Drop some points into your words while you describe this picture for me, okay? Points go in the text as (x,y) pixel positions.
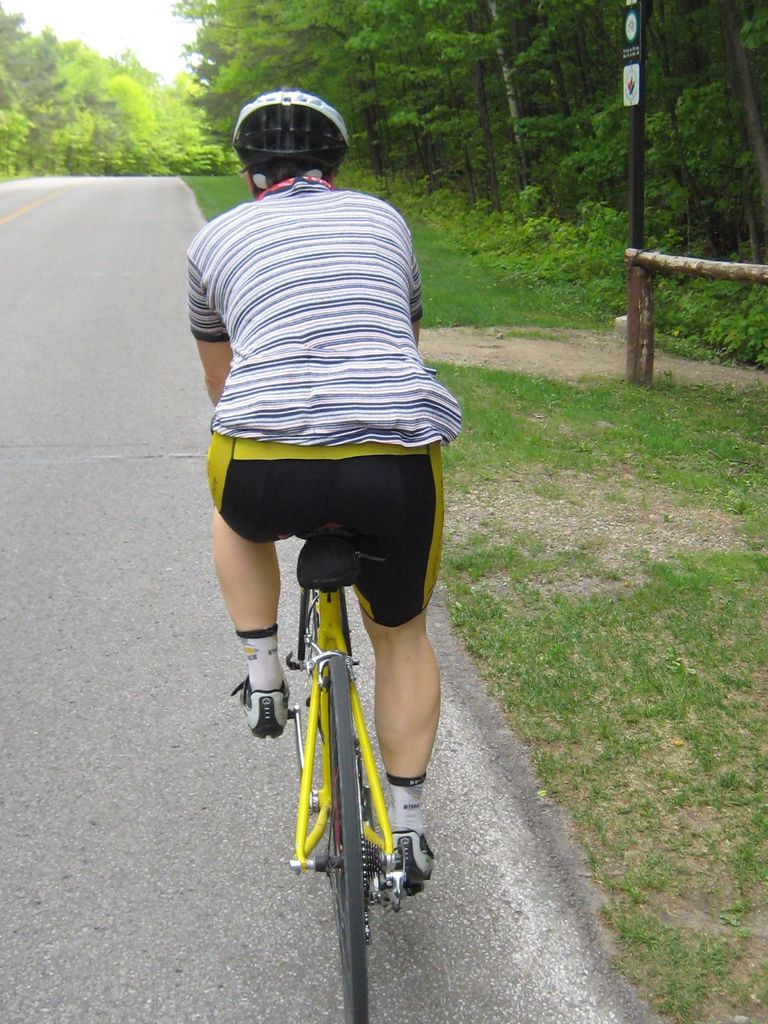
The person (288,128) wearing a white helmet (333,150) is riding a yellow bicycle (332,605) on a road (349,593) there are trees (391,95) on either side of the road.
